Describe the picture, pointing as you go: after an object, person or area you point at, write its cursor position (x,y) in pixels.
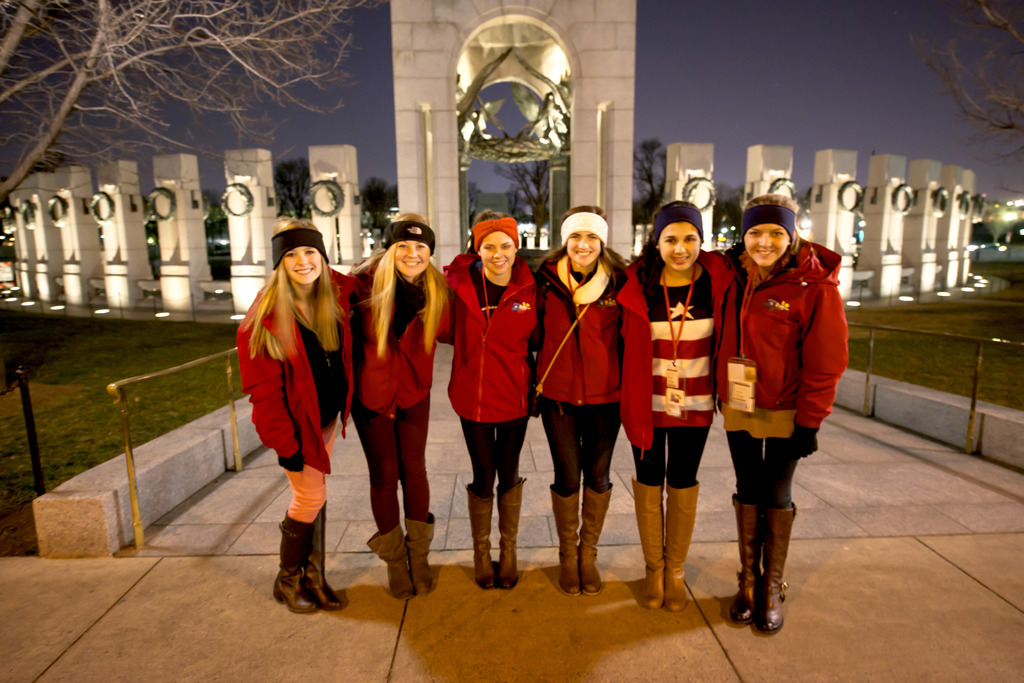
In the center of the image (663,271), we can see people (477,286) standing and wearing coats (538,285), bands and shoes (291,589). In the background (325,76), there are trees (303,195) and we can see an arch (416,144) and pillars (128,195) and there are lights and we can see a fence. At the top (740,67), there is sky (784,33) and at the bottom (733,594), there is a road (823,549) and ground (926,346).
